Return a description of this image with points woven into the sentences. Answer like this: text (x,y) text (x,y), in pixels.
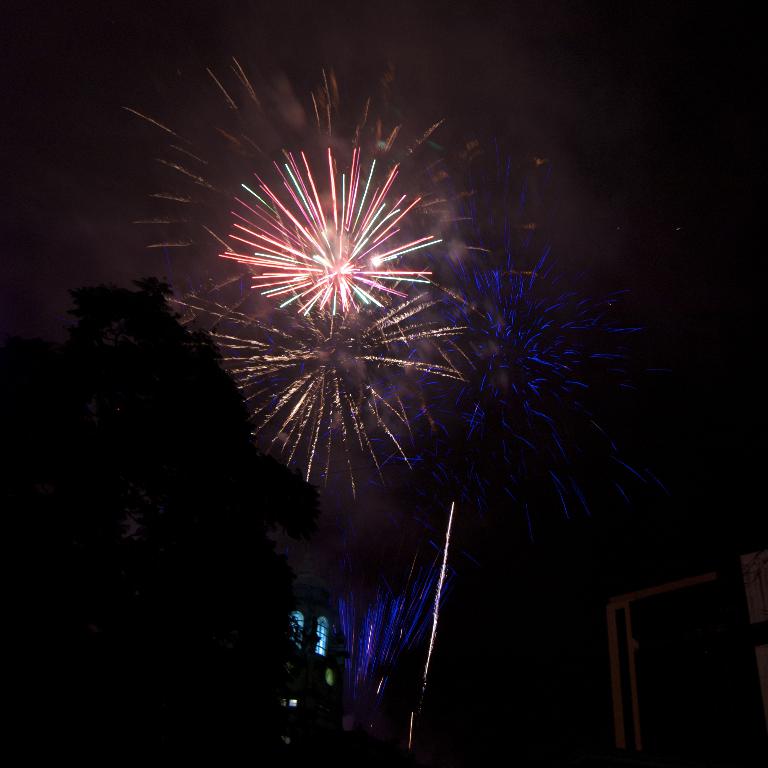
In this image I can see few buildings (341,667), few lights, few trees (212,434) and in the background (664,336) I can see the dark sky (668,164) and few exploding fireworks (349,278).
